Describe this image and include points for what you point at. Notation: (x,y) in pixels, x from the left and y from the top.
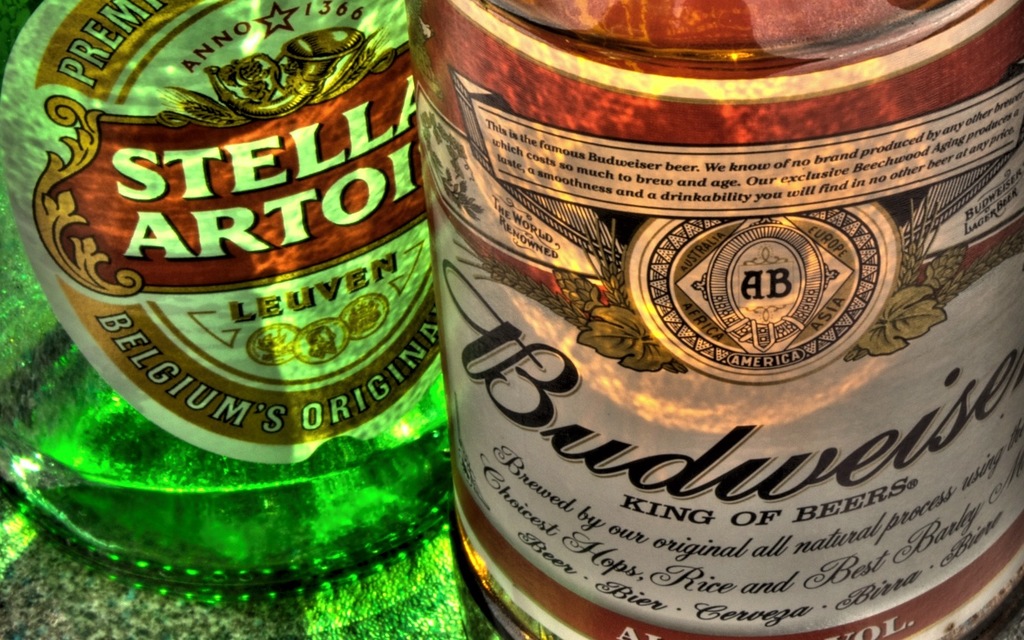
There are two beer bottles (363,282). One is in green color and other one is in red color.
